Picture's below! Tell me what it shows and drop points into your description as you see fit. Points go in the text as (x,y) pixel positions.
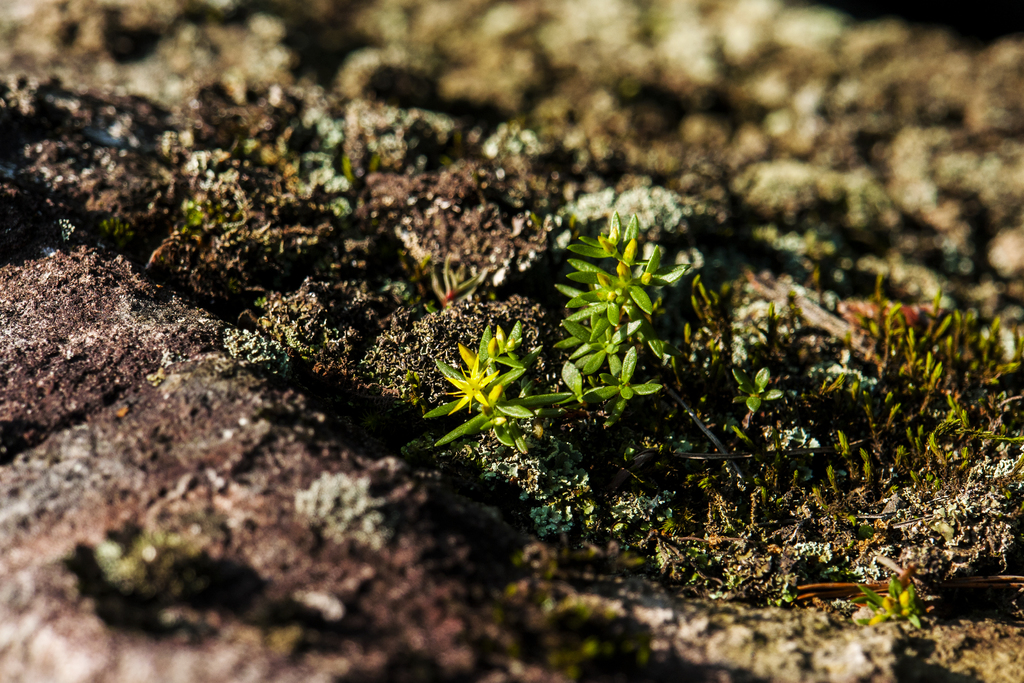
This image is taken outdoors. At the bottom of the image (364,509) there is a ground (654,475) and in the middle of the image (596,323) there are a few little plants (512,374) on the ground (694,332).
